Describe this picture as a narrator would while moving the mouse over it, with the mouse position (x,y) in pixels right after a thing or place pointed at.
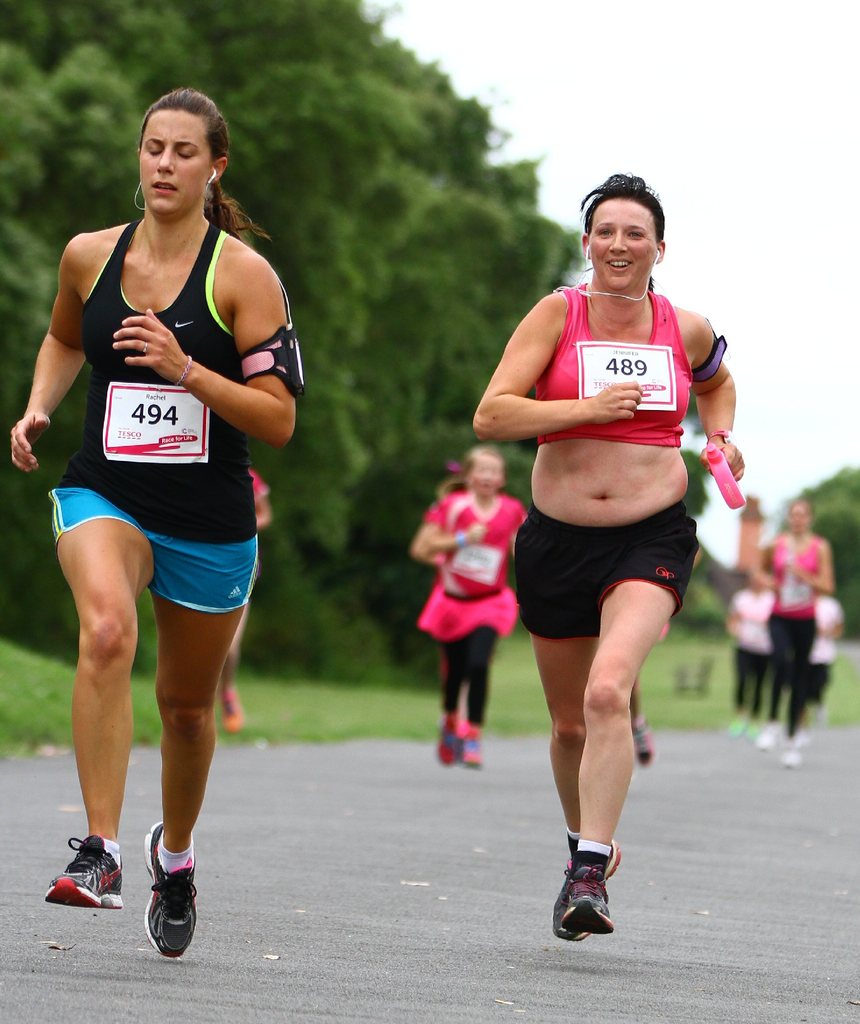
In this image, we can see few people (784,624) are running on the road (396,924). Background (330,94) there is a blur view. Here we can see so many trees (839,537), grass (424,697) and sky (791,131). Right side of the image (705,423), we can see a woman (596,271) is smiling and holding some bottle (717,479).
